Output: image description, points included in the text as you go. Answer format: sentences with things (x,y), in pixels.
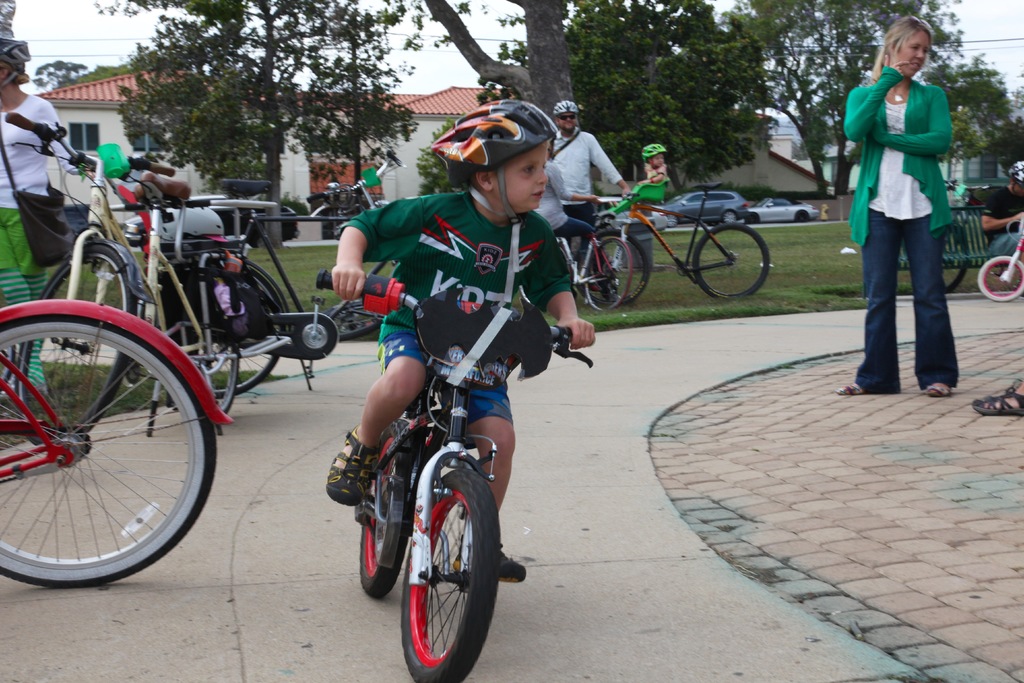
In the picture we can see a path (996,449) with some bicycles (310,383) and a boy (441,286) riding the bicycle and in the background (163,135), we can see grass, trees (277,156), house (109,193) and the sky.
